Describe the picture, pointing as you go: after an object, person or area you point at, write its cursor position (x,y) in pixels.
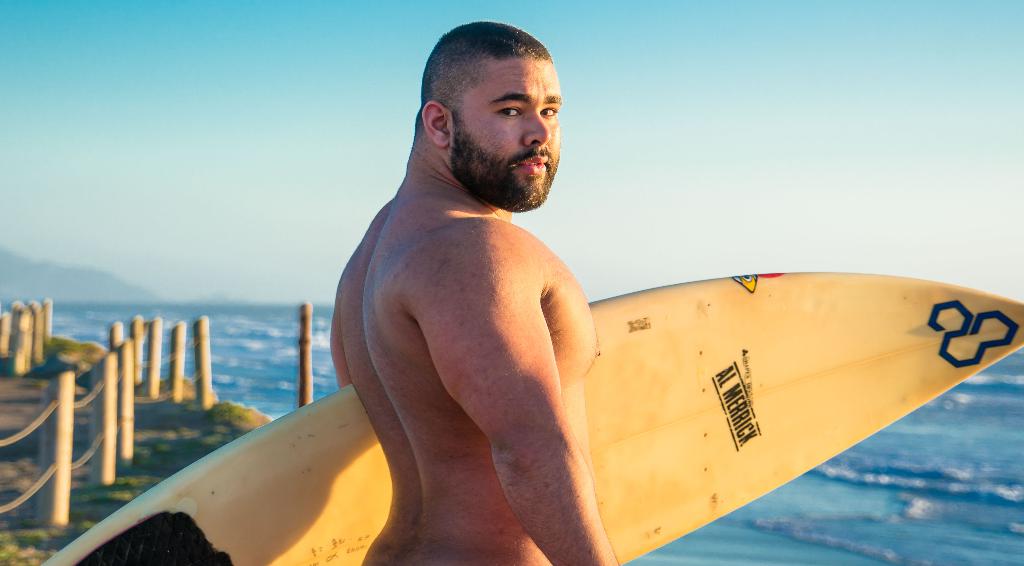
In this image I can see a person (405,353) holding the surfing board (625,390) and there is a water (877,454) and the sky (692,131).
